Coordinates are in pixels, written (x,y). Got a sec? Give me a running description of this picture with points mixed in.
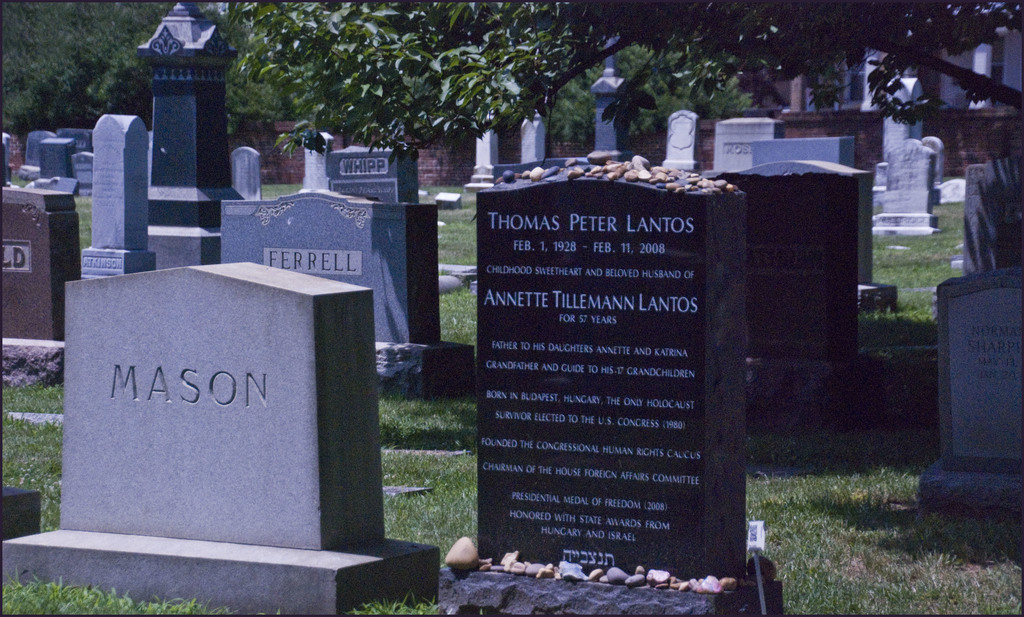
In this picture, we can see some graves (741,491) on the ground (850,527), and the ground (908,520) is covered with grass (853,442).
